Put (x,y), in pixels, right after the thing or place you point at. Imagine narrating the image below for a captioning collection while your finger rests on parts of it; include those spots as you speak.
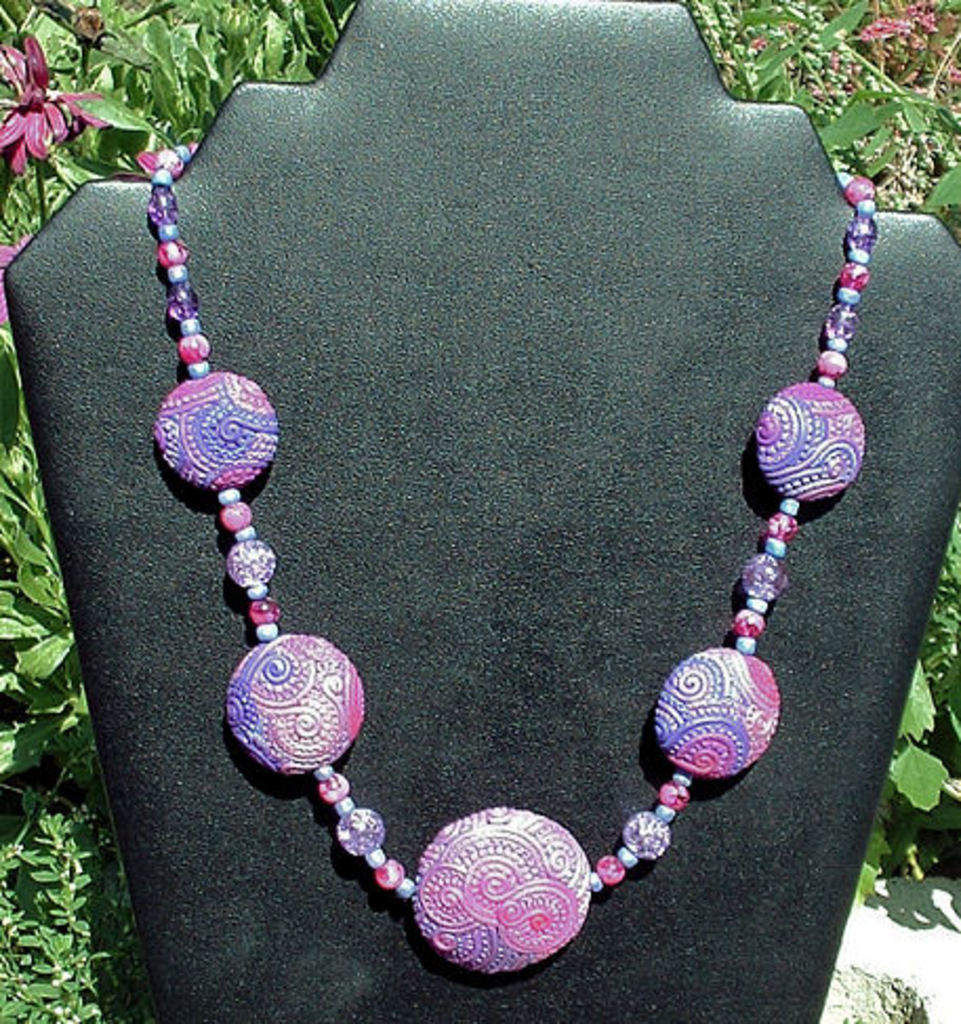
On the background of the picture (131,45) we can see plants (159,76). In Front of the picture we can see one board kind of thing (471,325) on which there is a chain (844,340) and it is pink and purple in colour.
